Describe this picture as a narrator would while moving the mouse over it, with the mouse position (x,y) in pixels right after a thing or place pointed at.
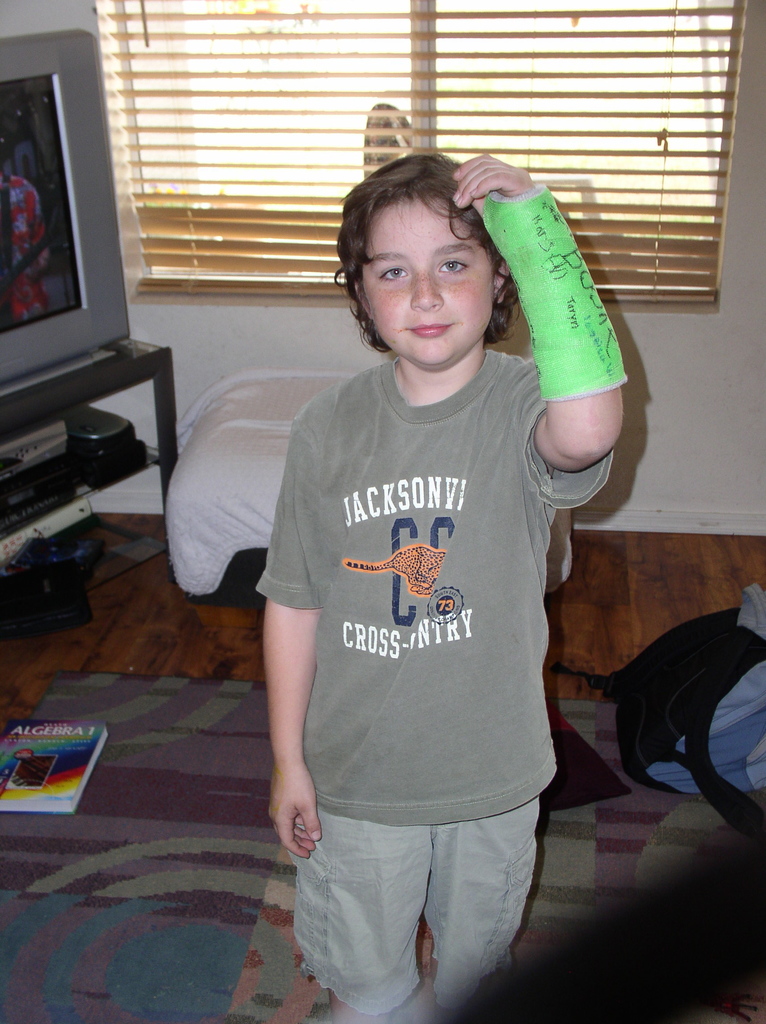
In this picture we can see a boy (448,220) standing on a carpet (573,872). There is a book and a bag (726,719) on this carpet (215,969). We can see a Television (15,327), a device (62,469) and a few objects (112,459) in a TV stand (68,565) on the left side (11,489). There is an object (72,626) on the floor (611,610). We can see a window blind (668,87) in the background (629,34).
